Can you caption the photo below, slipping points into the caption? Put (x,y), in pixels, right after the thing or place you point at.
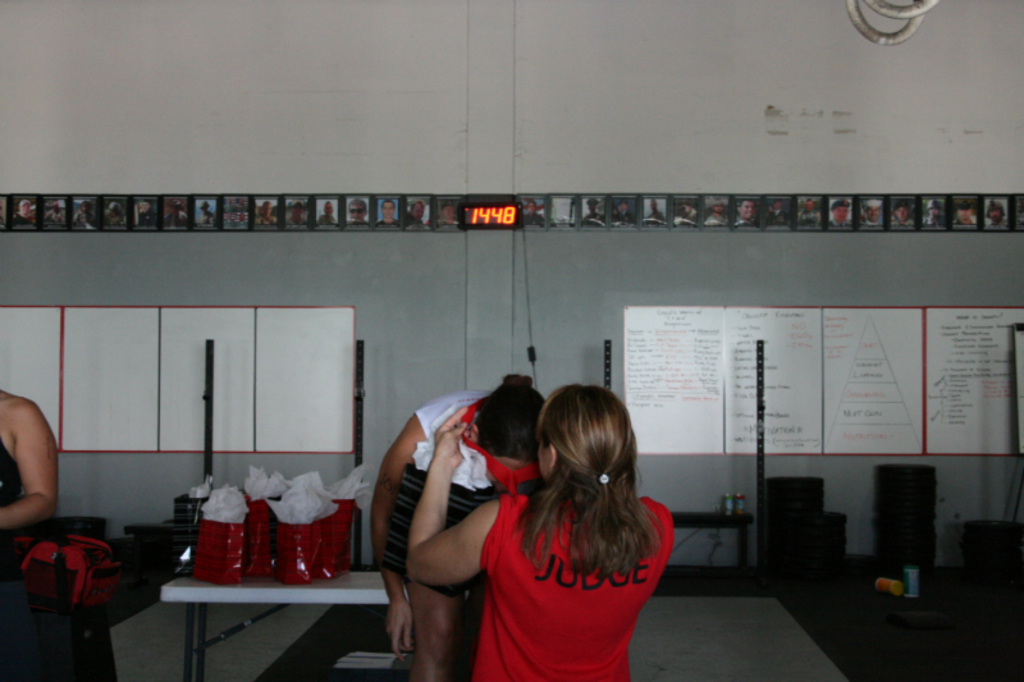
In this picture in the front (56,485) there are persons (557,536) standing. In the center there is a table (320,592) which is white in colour, on the table (323,585) there are objects (295,540) which are red and white in colour. In the background (517,344) there is a wall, on the wall (363,353) there are boards (794,361) with some text (747,361) written on it. In front of the wall (796,464) there are objects (911,527) which are black in colour and there are bottles (895,581) on the floor (871,605). On the wall (499,233) there are numbers (513,209) displaying on the black colour board (502,221).
